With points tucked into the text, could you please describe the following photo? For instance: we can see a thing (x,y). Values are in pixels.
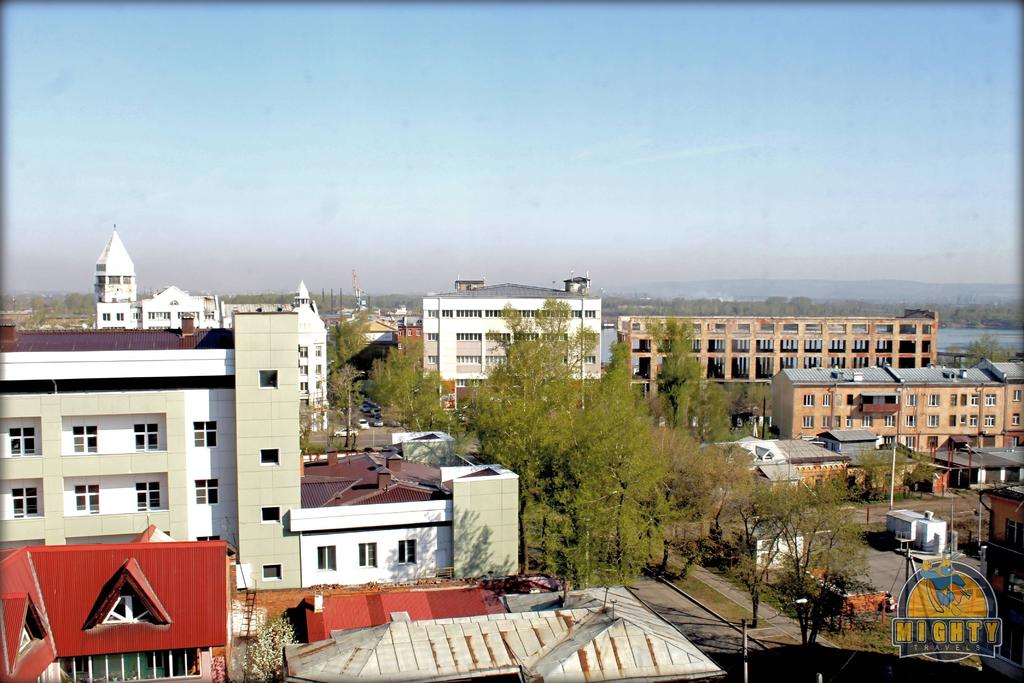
In this image I see buildings (579,292), trees (741,460) and I can also see few poles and I see the road (808,675) and I see few cars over here. In the background (13,192) I see the clear sky (534,194).
